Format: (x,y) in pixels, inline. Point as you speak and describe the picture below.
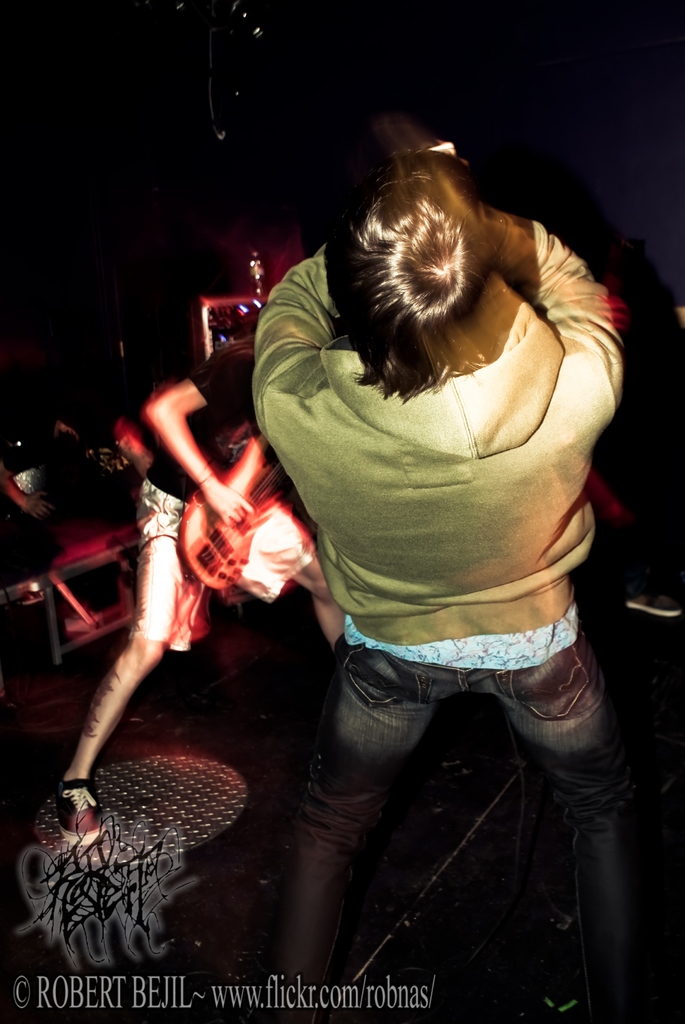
This green color jacket person (543,538) is bending backwards. This person (190,447) is playing a guitar (220,552).
